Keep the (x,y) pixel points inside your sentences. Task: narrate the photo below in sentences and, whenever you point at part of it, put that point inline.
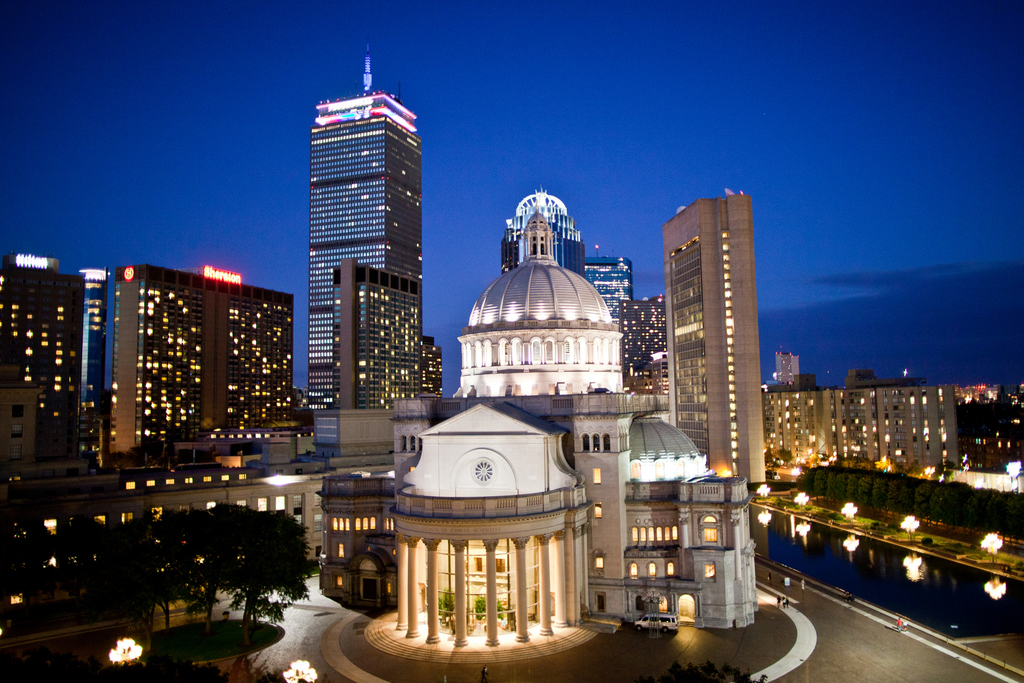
This is the picture of a city (657,479). In this image there are buildings (639,409) and trees (233,544) and there are street lights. At the top (590,61) there is sky (988,273). At the bottom (1005,612) there is a vehicle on the road (848,611) and there are group of people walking on the road (827,637) and there is water (909,565) and there is grass (249,646).
